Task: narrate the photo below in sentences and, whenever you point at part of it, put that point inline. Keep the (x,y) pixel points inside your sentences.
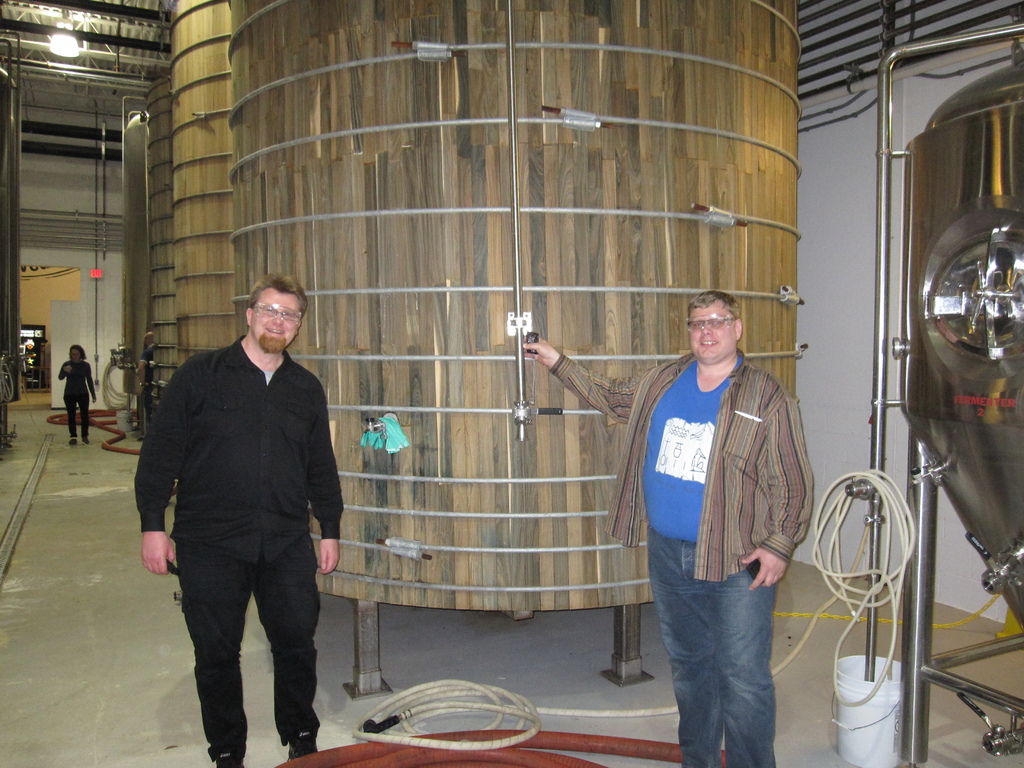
In this picture we can see two men (269,544) standing here, on the left side (269,544) there is a person (83,388) standing here, we can see a tank (313,337) here, in the background (820,265) there is a wall (824,191), we can see a light (60,35) here.
